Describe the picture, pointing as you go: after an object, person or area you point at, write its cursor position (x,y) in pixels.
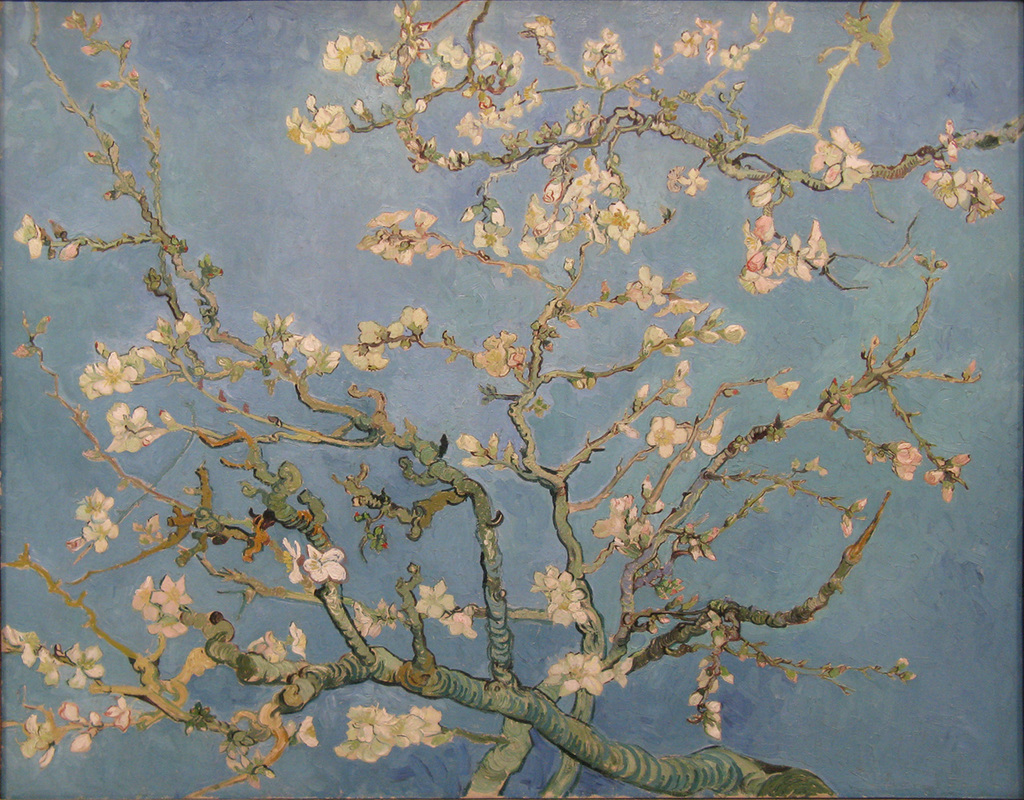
In this image, we can see the painting (494,690) of a tree (368,655) with some flowers (419,732) on it.
